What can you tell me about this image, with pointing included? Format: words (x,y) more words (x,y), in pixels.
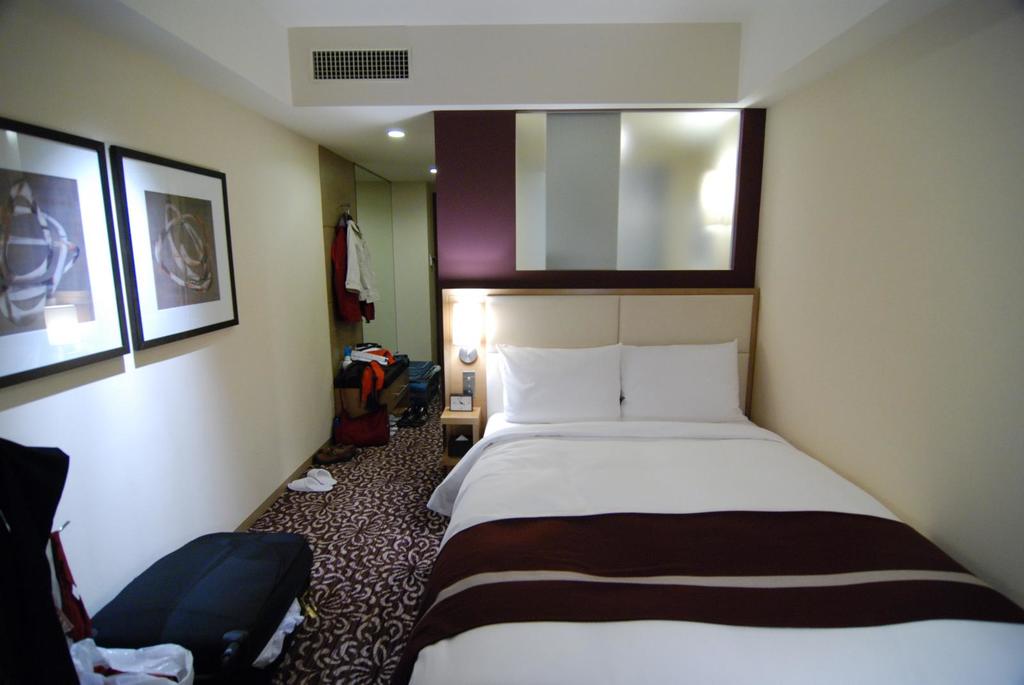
In this image i can see a bed (582,504) with two pillows (553,394) on the bed (592,341). And left side of the image (51,329) we can see two wall photos (13,219) on the wall (204,366) and there are some few clothes (335,310). In front of the image there is a suitcase (241,609) and side of the bed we can see there is a clock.
